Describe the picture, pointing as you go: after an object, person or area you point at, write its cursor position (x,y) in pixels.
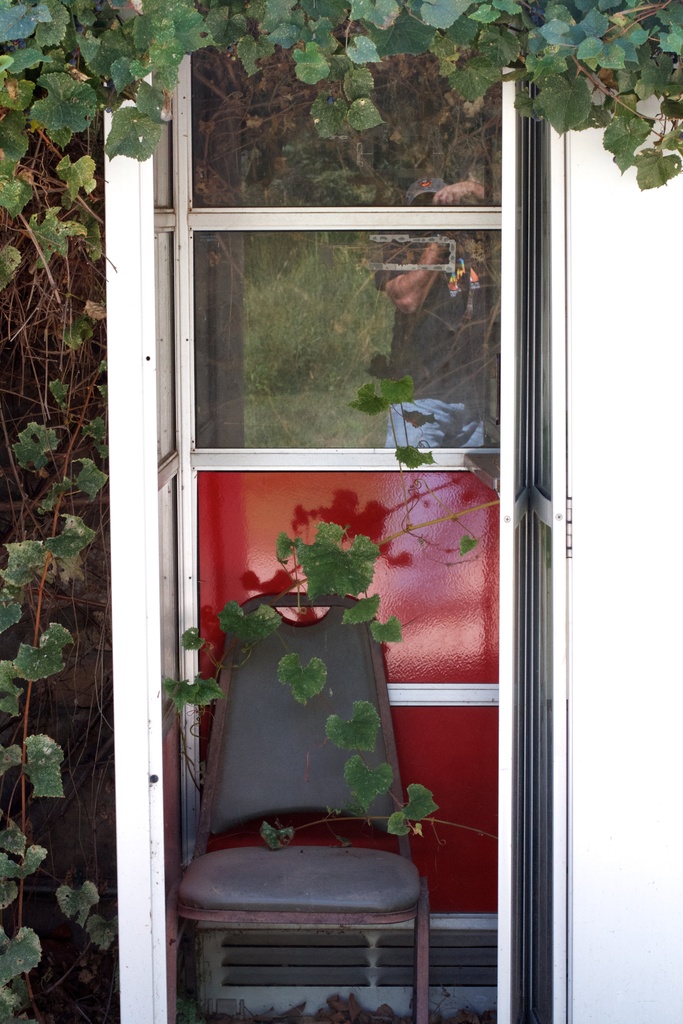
In this picture we can see the door (344,473), chair (245,737) and some plants (250,17).
